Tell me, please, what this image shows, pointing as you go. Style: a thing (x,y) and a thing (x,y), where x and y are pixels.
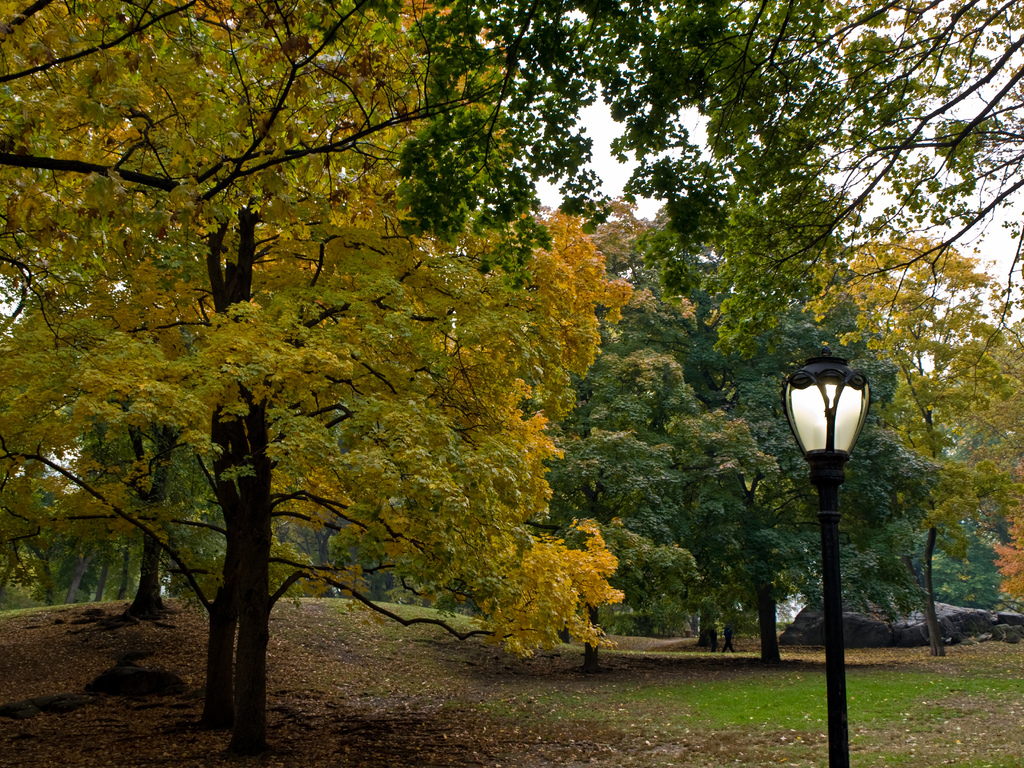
In the picture we can see grass surface (545,722) and some dried surface (348,689) with a pole (815,469) and a lamp (816,433) on it and beside it, we can see some trees (184,589) and in the background (734,623) also we can see some trees (708,450) and on the top of it we can see a part of the sky (636,160).
